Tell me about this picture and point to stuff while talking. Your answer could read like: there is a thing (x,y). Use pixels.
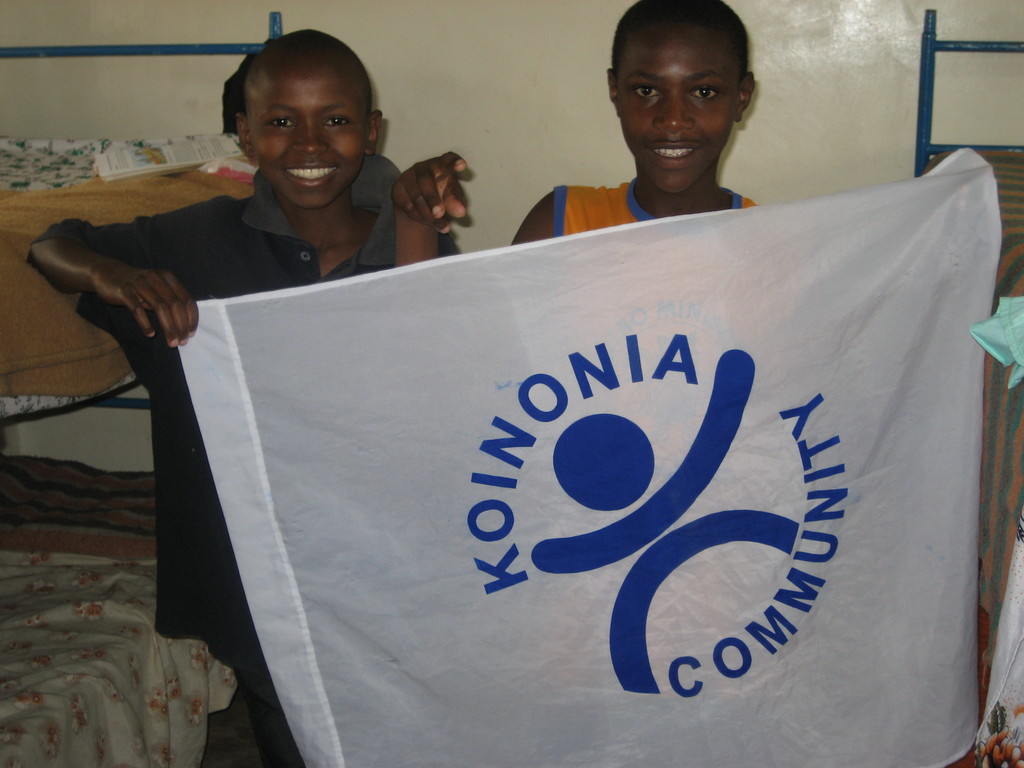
In this picture we can see two children (709,77) are holding a banner (673,556). In the background (35,301) there are beds (91,212), paper (160,142), clothes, and wall (765,133).
